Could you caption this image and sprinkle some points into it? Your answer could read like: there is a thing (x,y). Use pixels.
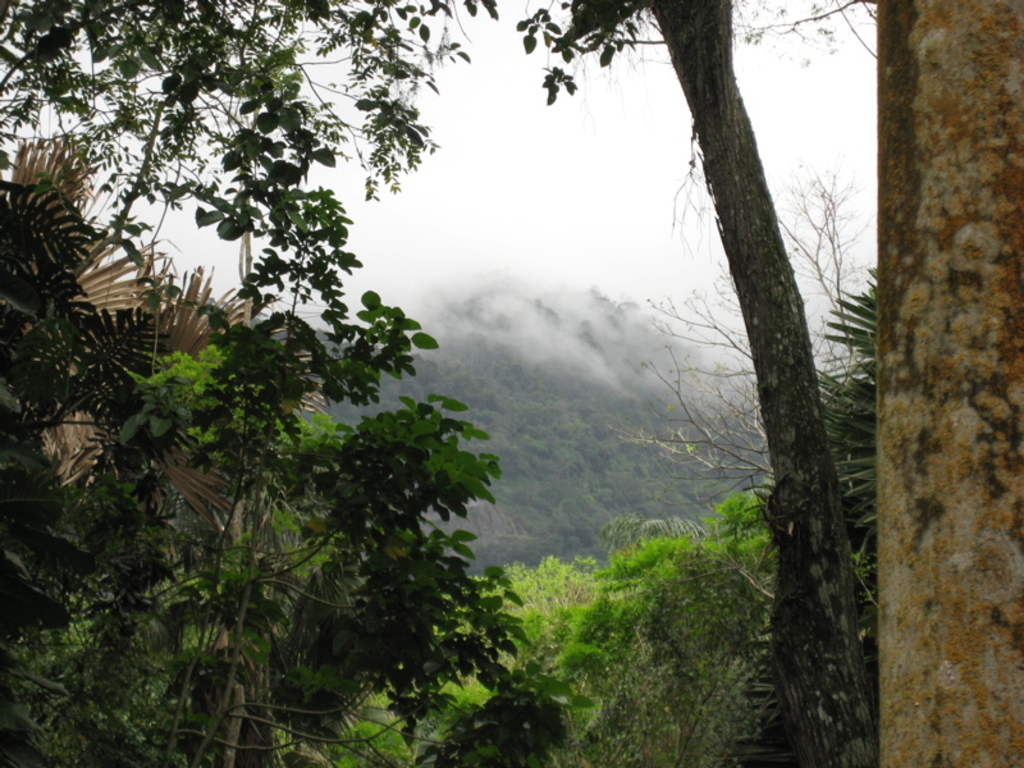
In this picture I can see many trees (801,523), plants (472,483) and grass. In the background (622,417) I can see the fog (571,356) and mountain (596,351). At the top (565,66) I can see the sky (565,66) and clouds (387,252).
